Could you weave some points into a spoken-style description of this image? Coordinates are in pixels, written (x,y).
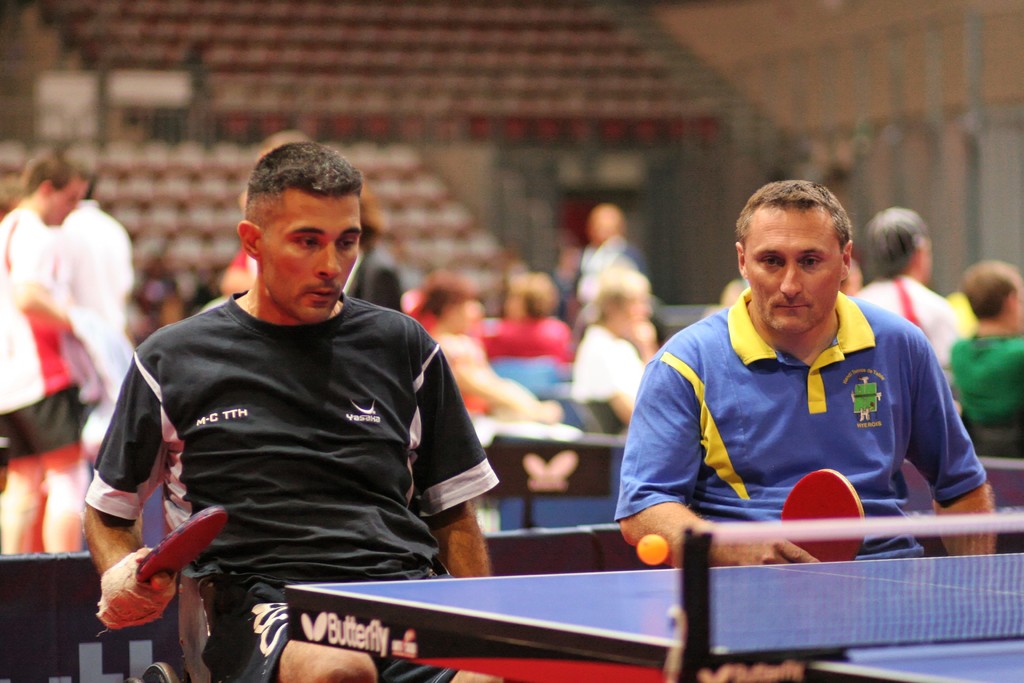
In this image two persons (681,455) are sitting on the chair (140,675) in front of them there is a table tennis board (767,590) and they are playing with the bat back side we can see so many people (538,311) are sitting on the chair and talking with each other some people (90,411) are walking.
